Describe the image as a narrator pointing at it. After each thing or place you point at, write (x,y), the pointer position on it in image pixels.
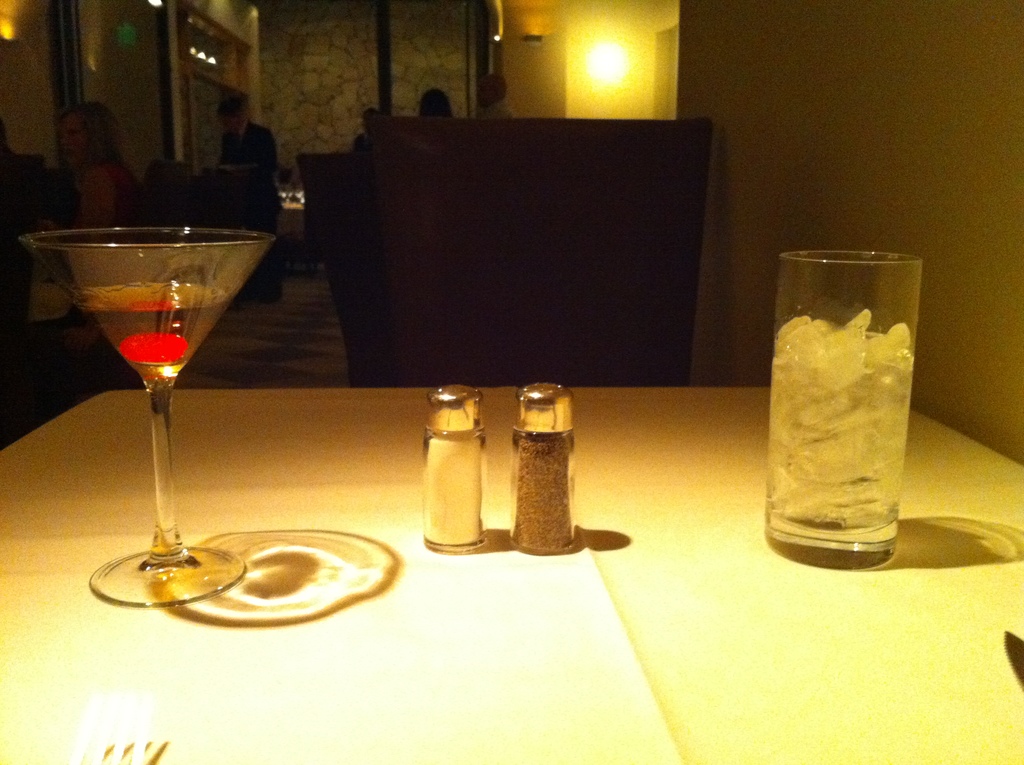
In this picture there is a wine glass (166,375) with a drink (162,317) in it and pepper and salt bottles (546,494) and glass (883,361) filled with ice cubes (830,440) placed on the table (233,731). In the background (253,155) i could see some persons (104,193) sitting on the chairs (406,132) and some light (601,55) on the wall (537,92).
